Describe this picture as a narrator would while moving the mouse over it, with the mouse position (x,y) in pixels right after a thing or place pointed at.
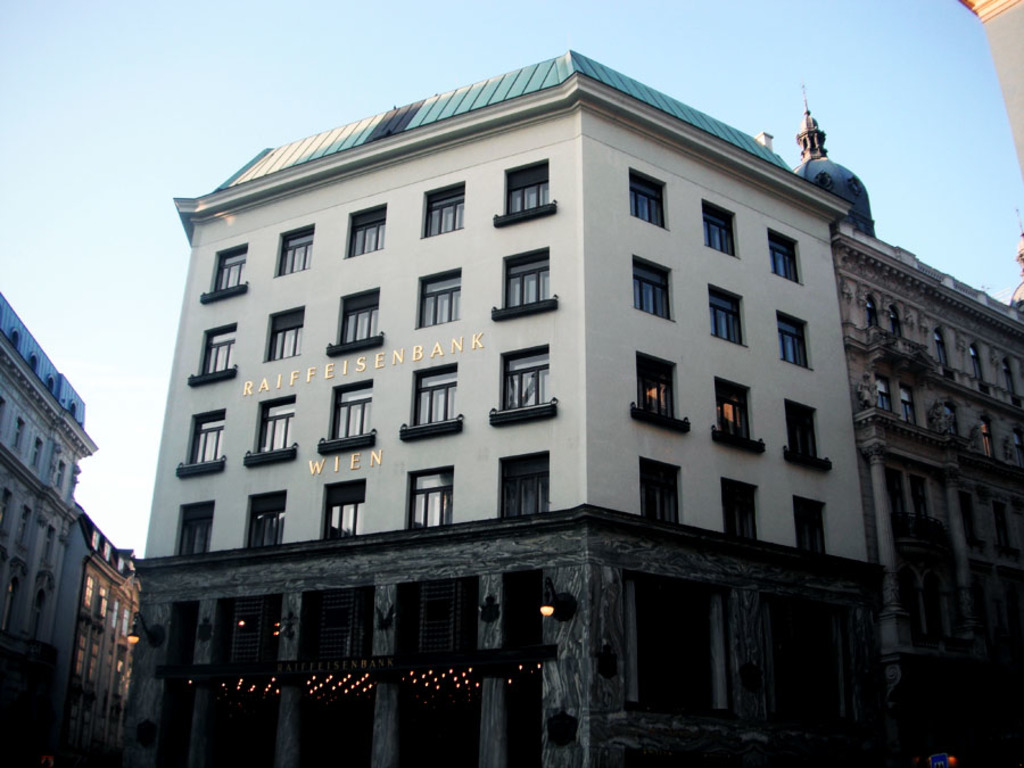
In the picture I can see buildings (520,472), lights (424,674) and some other objects (565,612). In the background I can see the sky (100,340).
